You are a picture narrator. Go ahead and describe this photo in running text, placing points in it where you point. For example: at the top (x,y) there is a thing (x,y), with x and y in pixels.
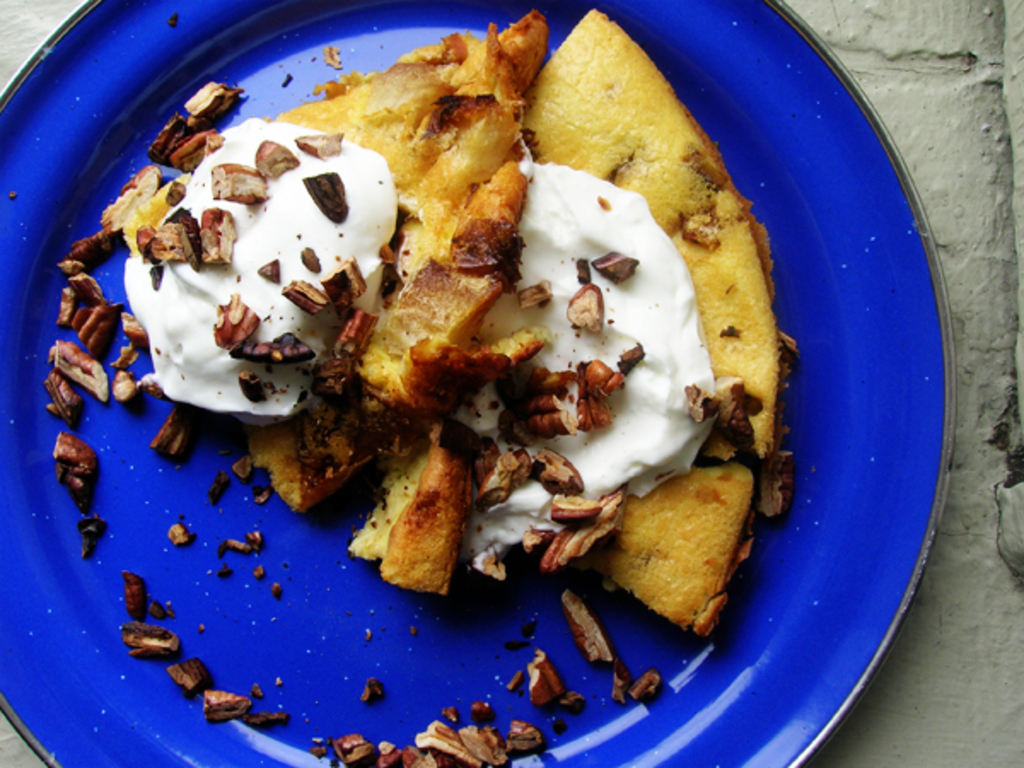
In the picture there is some food item (638,185) topped with cream (543,222) and some nuts (183,209) served on a plate (258,616).
